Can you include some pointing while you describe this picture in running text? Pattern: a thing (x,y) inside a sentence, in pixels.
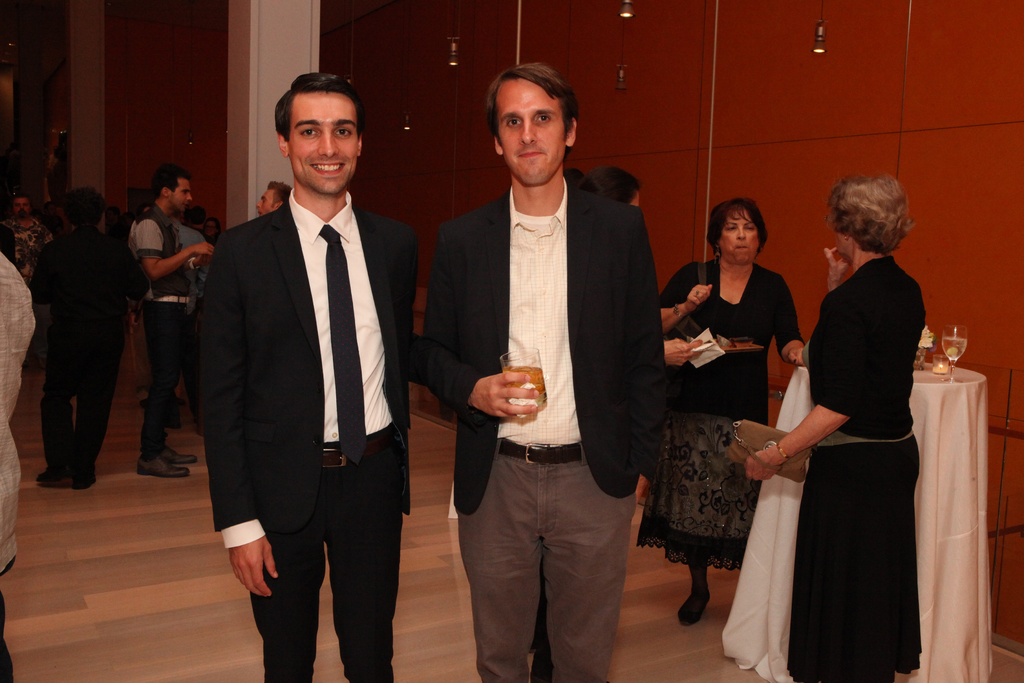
In this image I can see number of people (272,354) are standing. I can see few of them are wearing black colour dress (466,310). In the front (477,344) I can see one man (574,438) is holding a glass (518,363). On the right side of this image (919,387) I can see a table (966,415) and on it I can see white colour table cloth (956,374), a glass (946,334) and few other things (935,369). I can also see a woman (833,463) is holding a purse (741,445) and one is holding tissue paper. In the background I can see number of lights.
